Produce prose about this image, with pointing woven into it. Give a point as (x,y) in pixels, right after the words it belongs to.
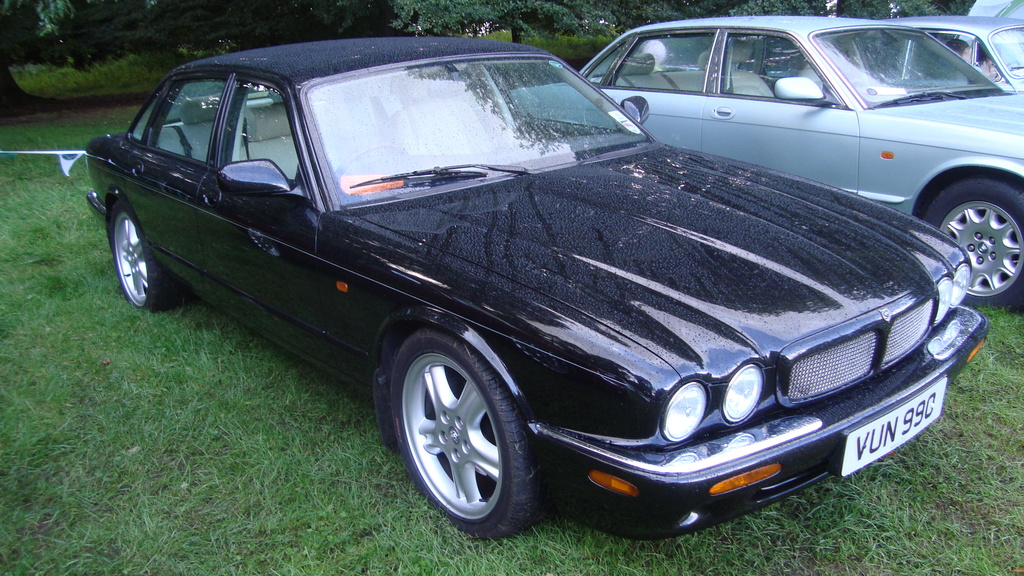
Here we can see vehicles (604,402) on the grass (424,506) on the ground (242,549). In the background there are trees (343,8) and on the left side (41,154) there is an object (16,156).
